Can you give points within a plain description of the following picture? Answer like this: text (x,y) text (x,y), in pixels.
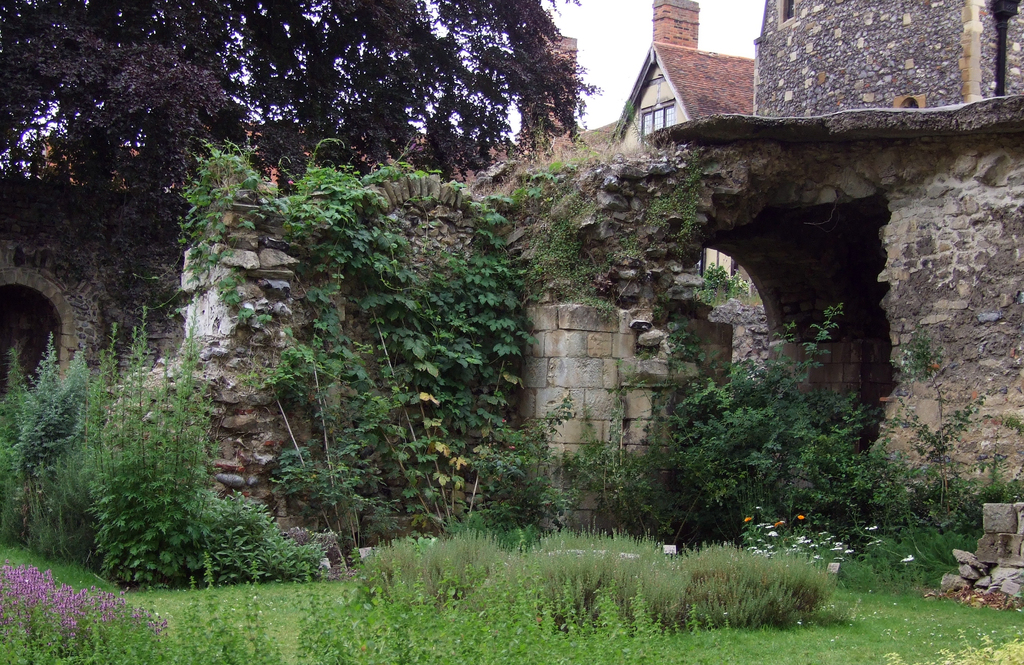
There are plants (409,496) at the bottom of this image (830,551). We can see trees (190,147), a wall (610,279) and a house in the middle of this image (645,345). There is a sky (603,70) in the background (596,47).
